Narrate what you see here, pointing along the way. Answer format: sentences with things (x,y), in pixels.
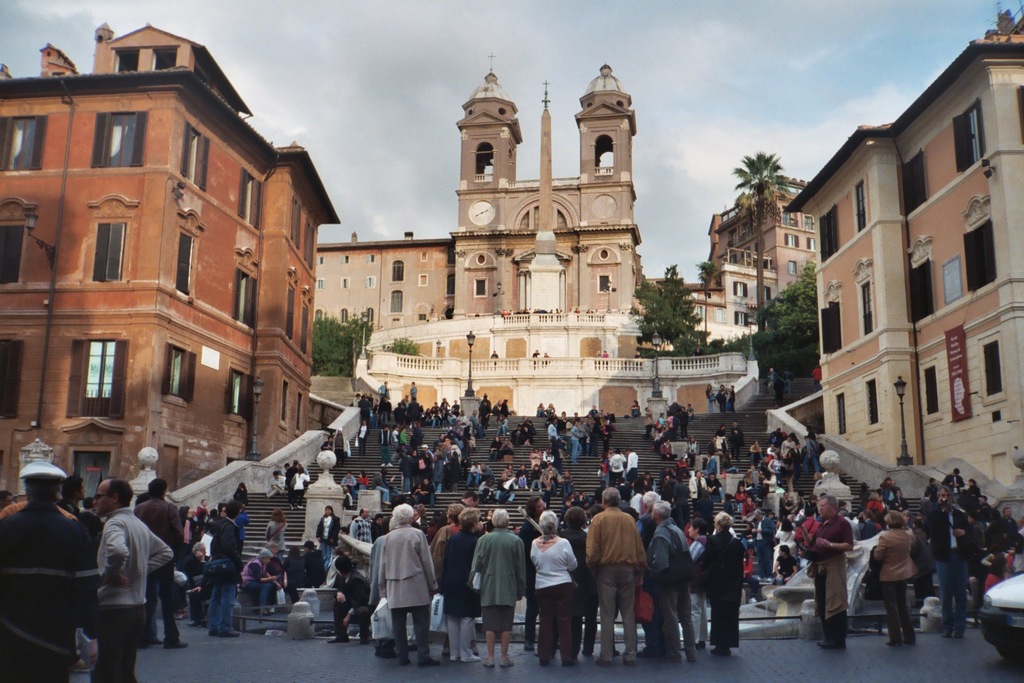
At the bottom (383,573) few people (595,601) are standing and looking at these monuments (536,371). In the middle (533,422) few people (505,440) are sitting on the stairs (516,466) and also walking, there are trees (677,321) at here and these are the very big monuments (531,304) in this image and at the top (588,25) it is the cloudy sky (715,65).
